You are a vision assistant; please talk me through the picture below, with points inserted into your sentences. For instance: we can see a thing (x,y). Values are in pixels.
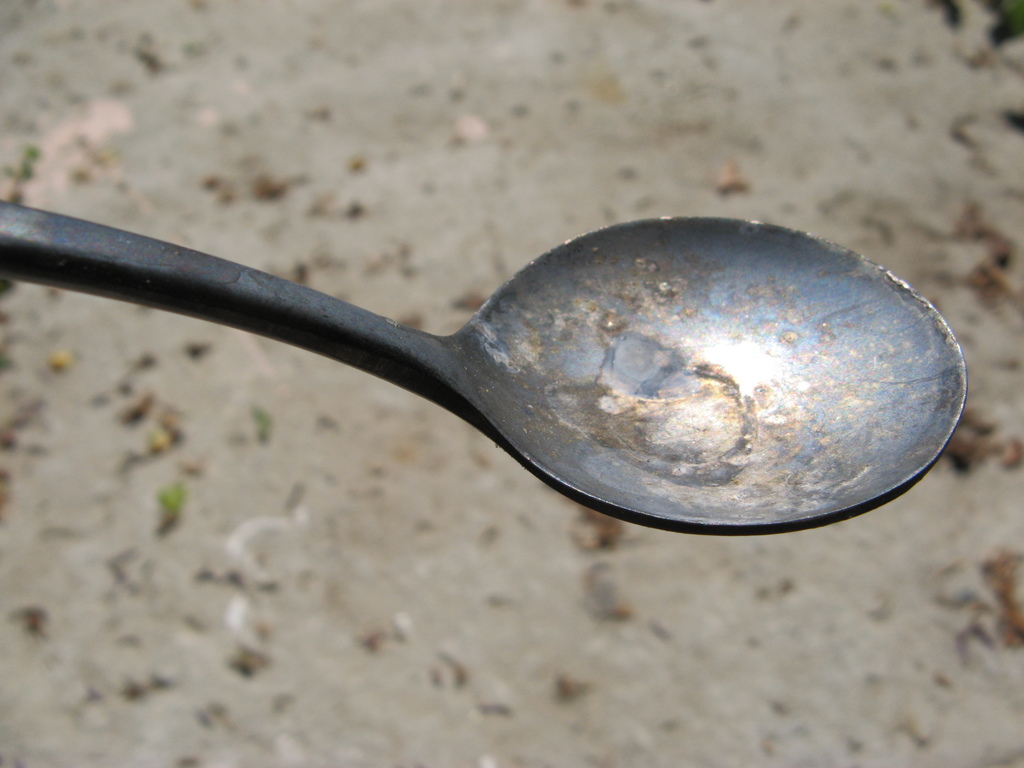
In the picture we can see a spoon (392,327).
